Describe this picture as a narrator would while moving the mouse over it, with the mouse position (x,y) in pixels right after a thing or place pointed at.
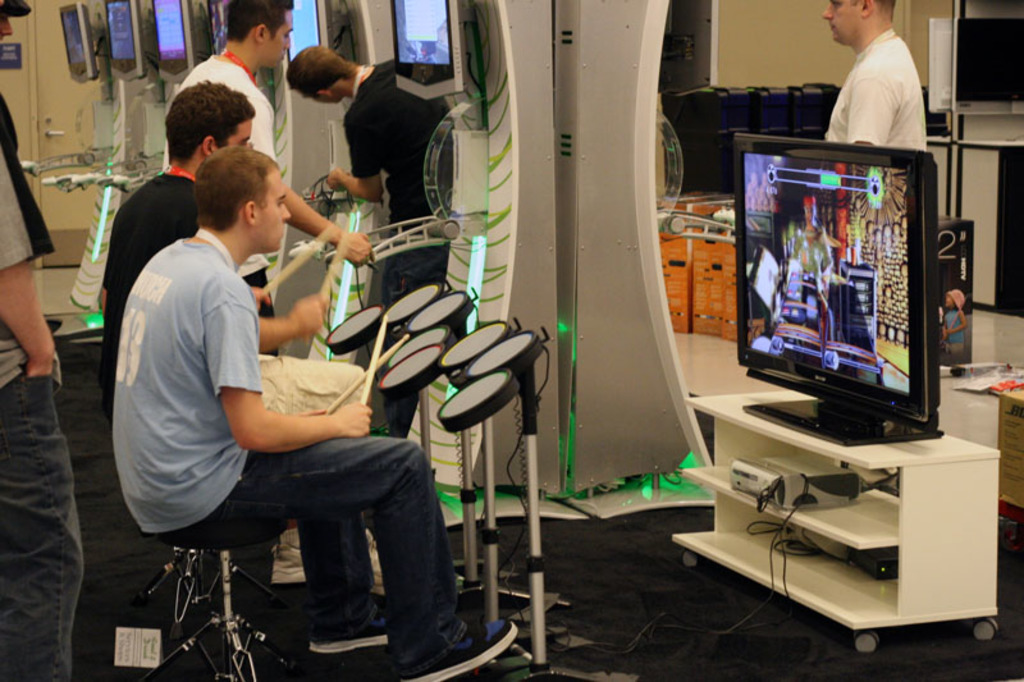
in this image there are 2 persons (322,479) sitting and playing a musical instrument (356,332), and in back ground (424,25) there are television screen (421,90) attached to a wall (474,183), a person (865,102) standing, television screen (859,427) placed in a cupboard (979,515) with a CD player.
